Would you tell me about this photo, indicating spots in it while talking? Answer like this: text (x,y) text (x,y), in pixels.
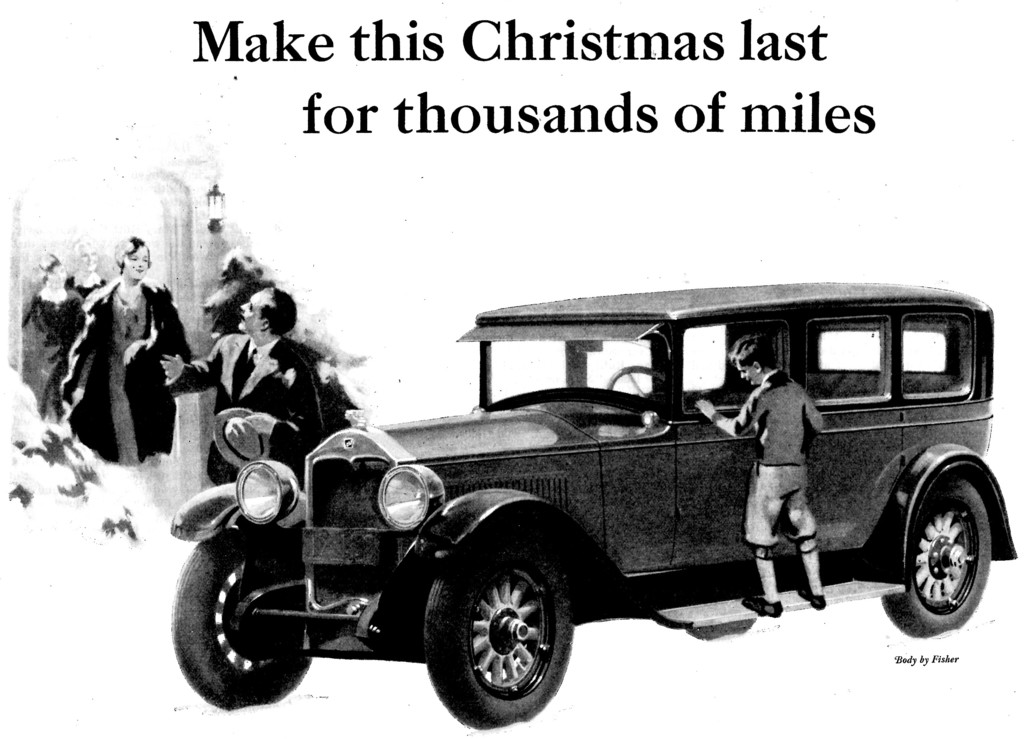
This is a black and white picture. This picture might be a poster. In this picture, we see a vehicle (632,481) and boy (782,413) is standing beside that. Beside that, we see people (134,433) standing at a doorway (168,251). At the top (846,105), we see some text (536,30) written. In the background (505,184), it is white in color.
